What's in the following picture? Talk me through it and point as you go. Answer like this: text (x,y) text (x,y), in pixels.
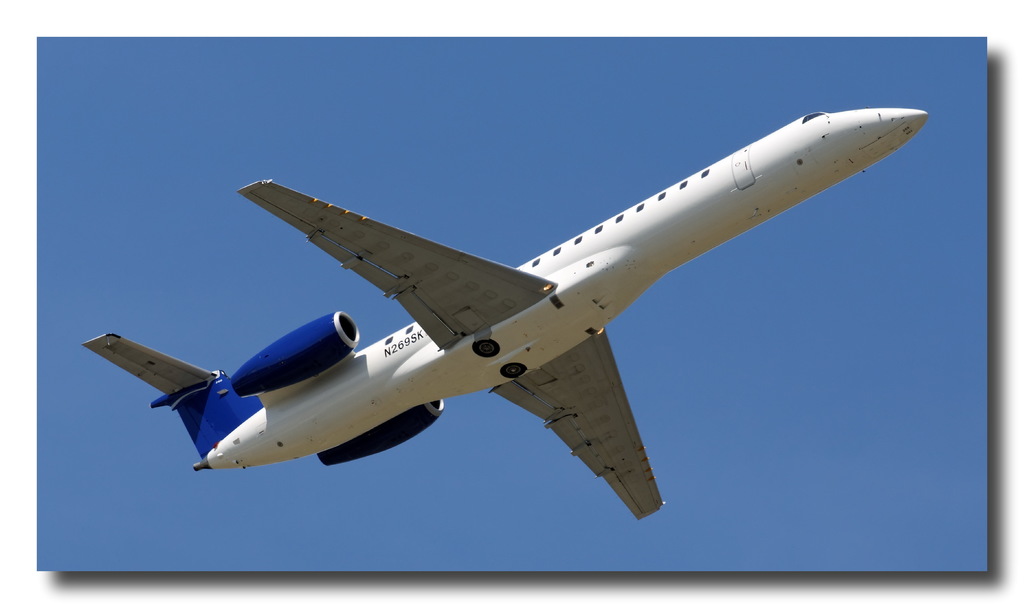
In the center of the image (671,226) there is a aeroplane (331,210). In the background of the image (703,377) there is sky (628,173).
